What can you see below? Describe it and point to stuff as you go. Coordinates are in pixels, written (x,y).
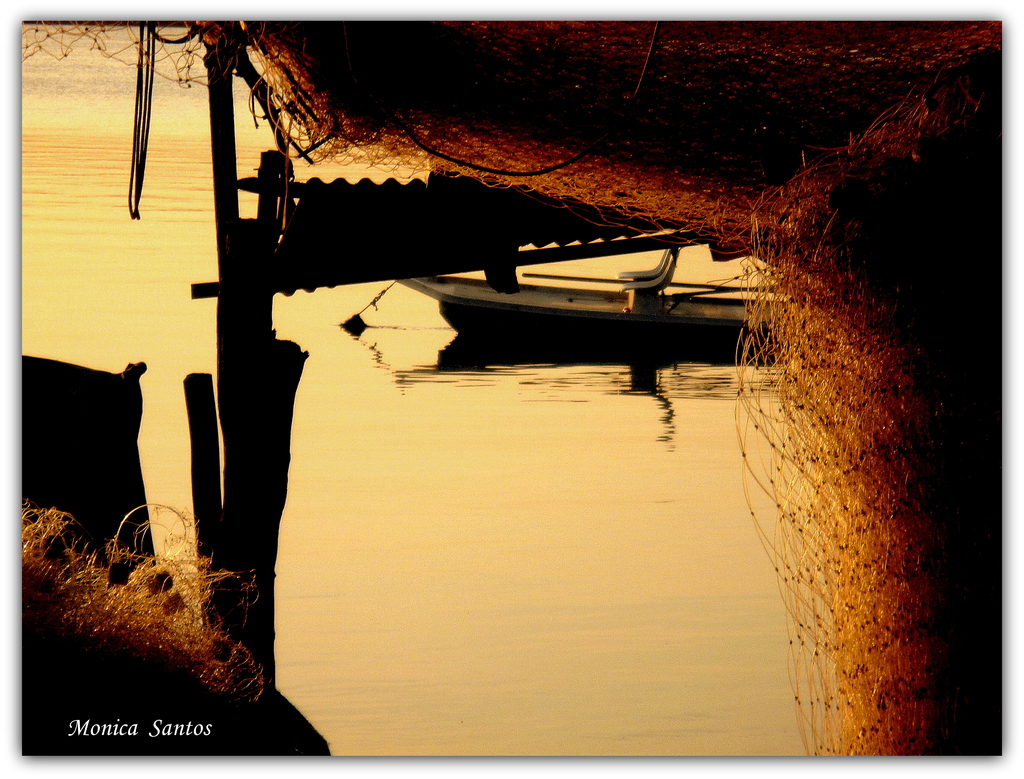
In this picture I can see a boat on the water (373,343), there is a fishing net (624,129), and there is a watermark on the image.
